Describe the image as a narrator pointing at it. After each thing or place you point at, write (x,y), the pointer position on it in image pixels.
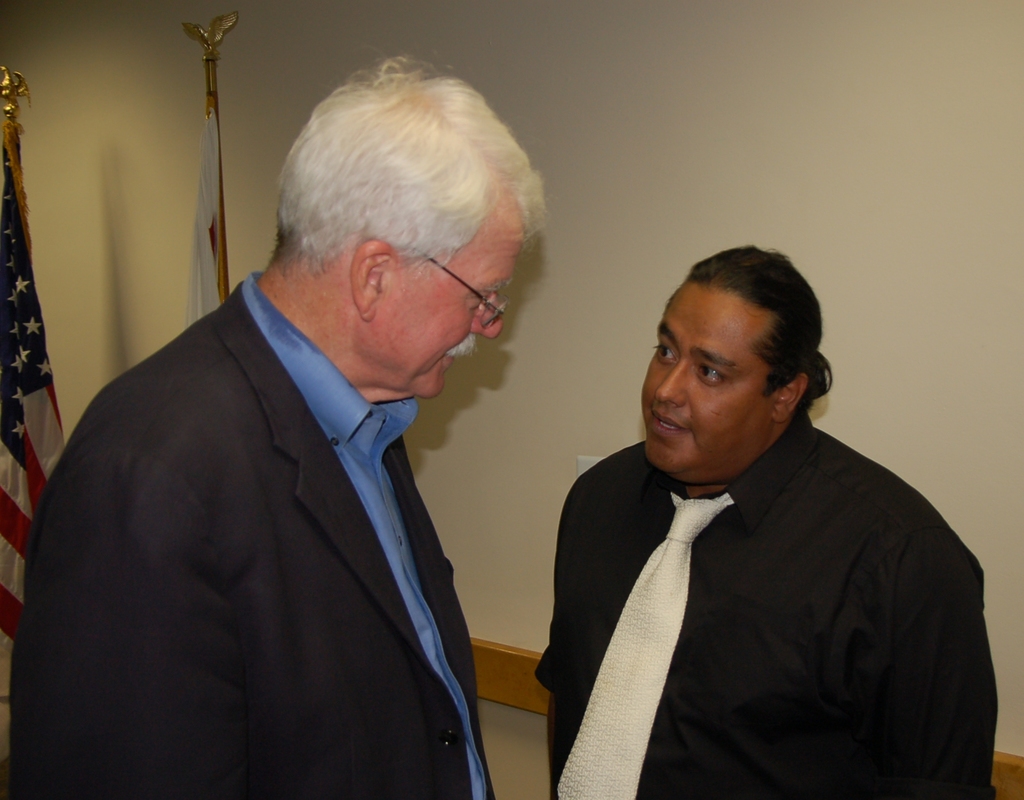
In the image we can see there are men (445,577) standing and behind there are two flags (12,282). There is a wall (137,275) which is in white colour and the men (717,356) are looking at each other.
